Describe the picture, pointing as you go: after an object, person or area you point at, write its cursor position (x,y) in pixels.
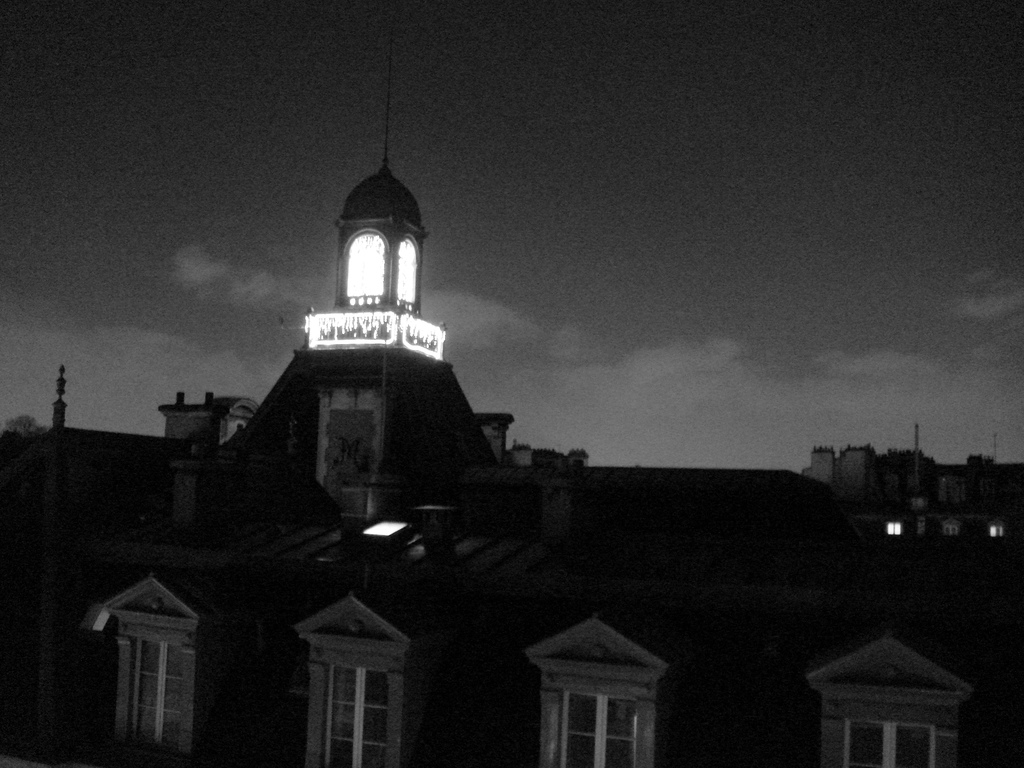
In this picture we can see windows (172,711), buildings (536,480), lights (349,312) and in the background (490,189) we can see the sky (490,189).
